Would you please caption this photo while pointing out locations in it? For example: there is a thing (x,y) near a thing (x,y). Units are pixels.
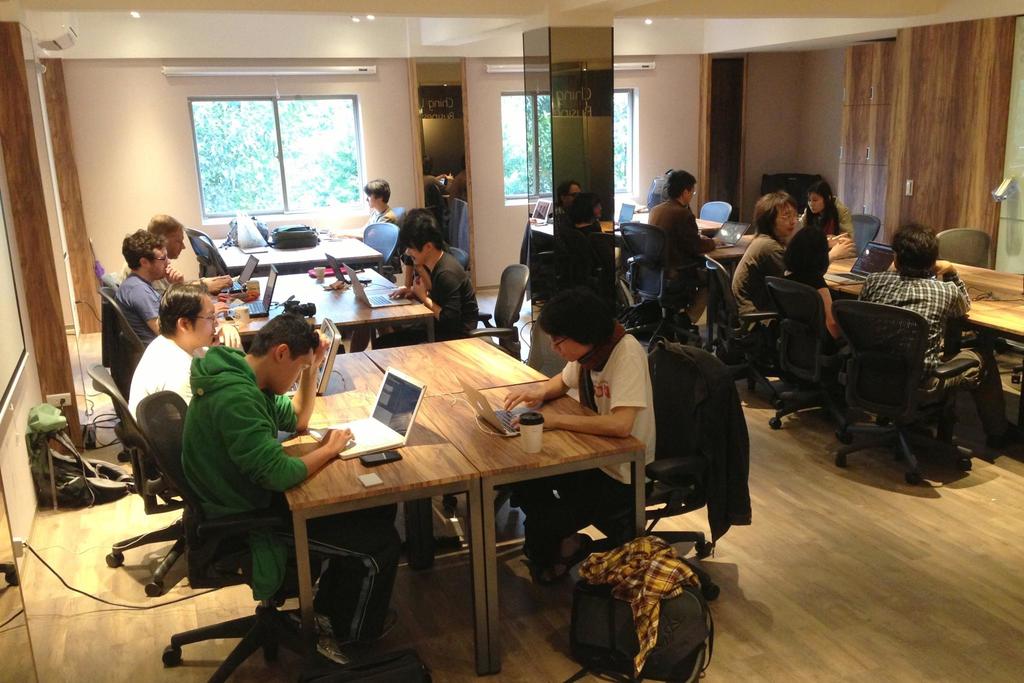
There are some people (225,452) sitting in the chairs (460,252) in front of a tables (259,284) on which laptops (398,408) are placed. We can observe pillars (551,166) here. In the background (307,153) there are some Windows (270,154). Through the Windows (250,144) there are some trees (245,137) here.
